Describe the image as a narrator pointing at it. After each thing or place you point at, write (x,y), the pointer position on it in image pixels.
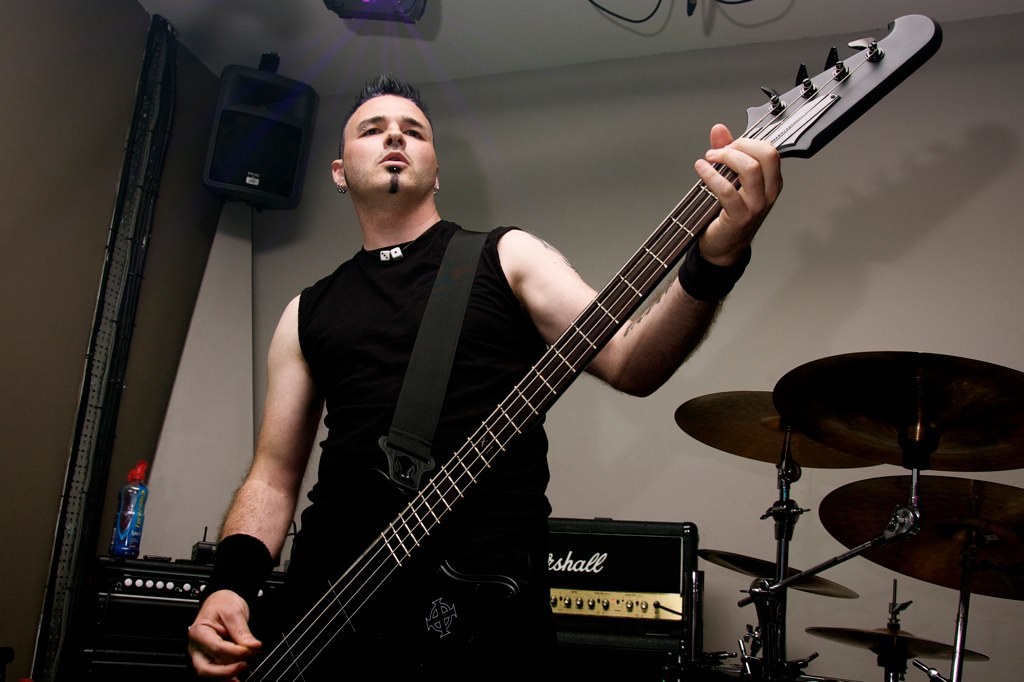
In this image there is a man (468,315) standing and holding the guitar (311,643) with his hand (250,643) and playing. At the background (935,394) there are musical plates (946,401), amplifier (613,558) and a speaker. To the left side (128,530) there is a bottle (128,512) and a wall (69,371).
